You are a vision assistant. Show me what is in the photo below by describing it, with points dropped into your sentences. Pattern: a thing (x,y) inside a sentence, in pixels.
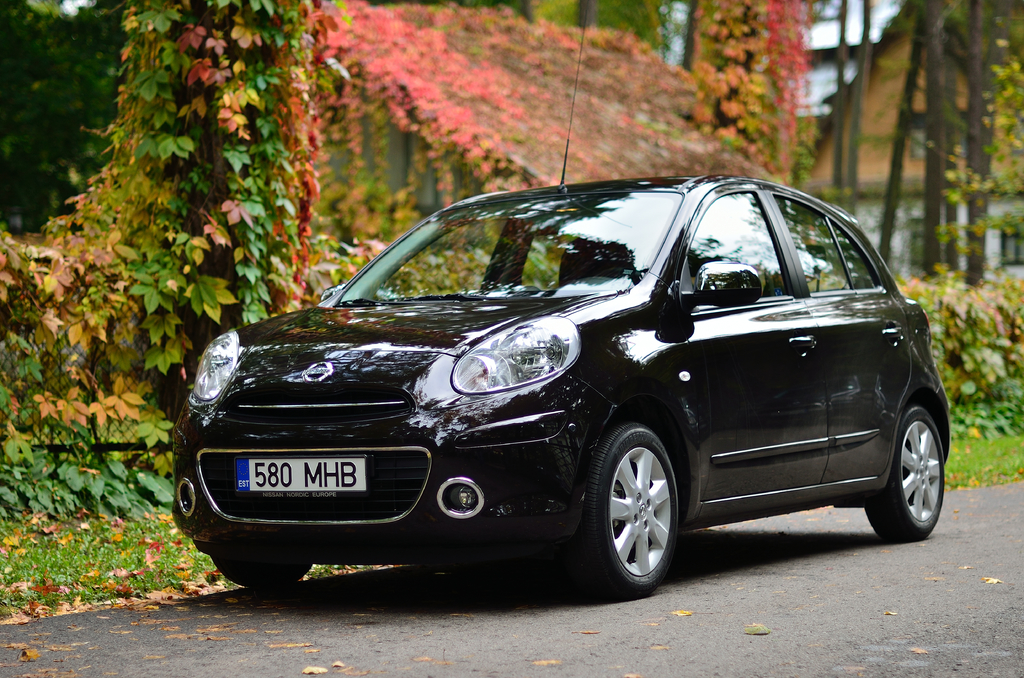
In the image there is a black car (500,457) on the road (453,660) and behind it there are plants (798,51) and trees (983,129).
